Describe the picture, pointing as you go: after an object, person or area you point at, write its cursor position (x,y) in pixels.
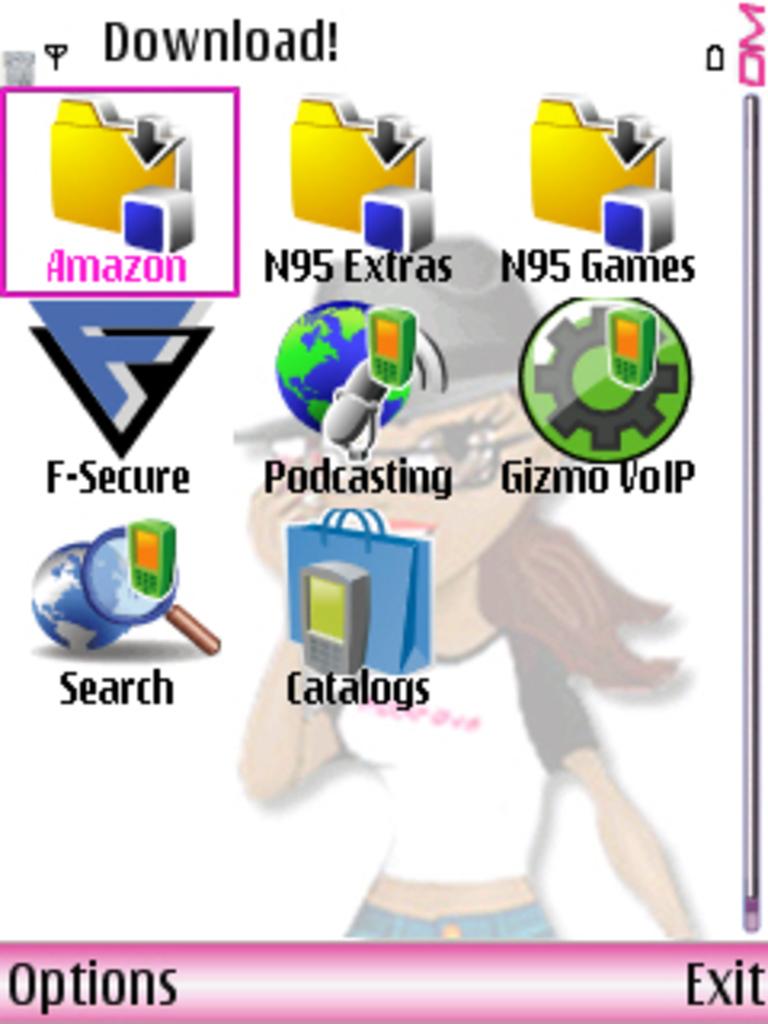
In this image I can see few logos (371,585) in different color. Background (469,416) I can see a cartoon girl (536,631) and it is in white color.
